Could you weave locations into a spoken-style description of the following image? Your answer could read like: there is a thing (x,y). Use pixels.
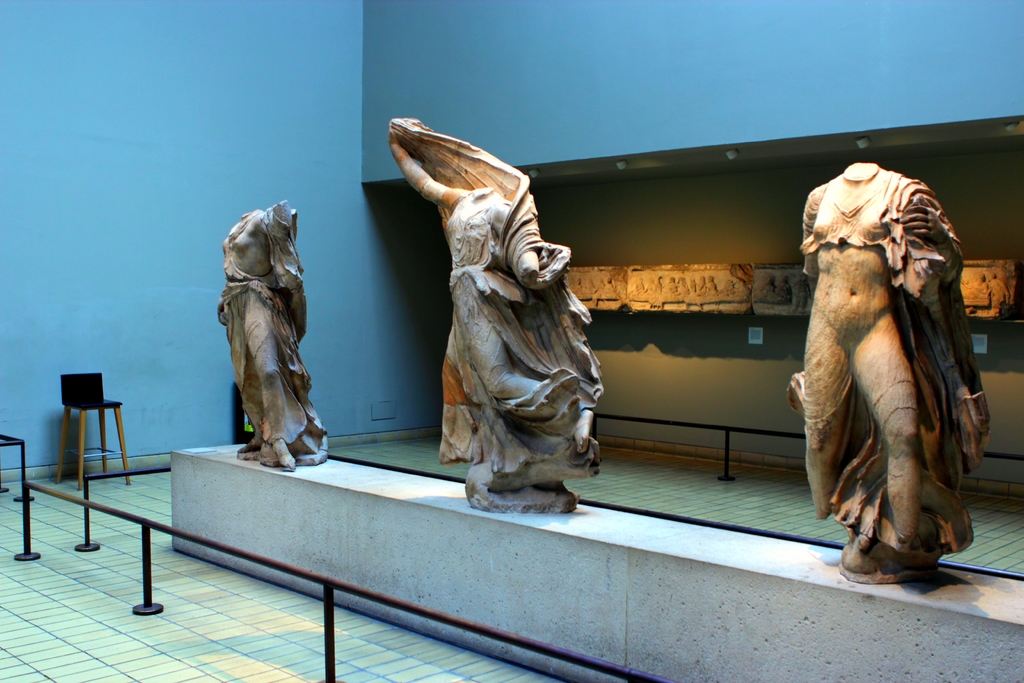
In this image there are sculptures (834,293) and railing (420,606), in the background (921,95) there is a wall (343,118) and a chair (93,402).
